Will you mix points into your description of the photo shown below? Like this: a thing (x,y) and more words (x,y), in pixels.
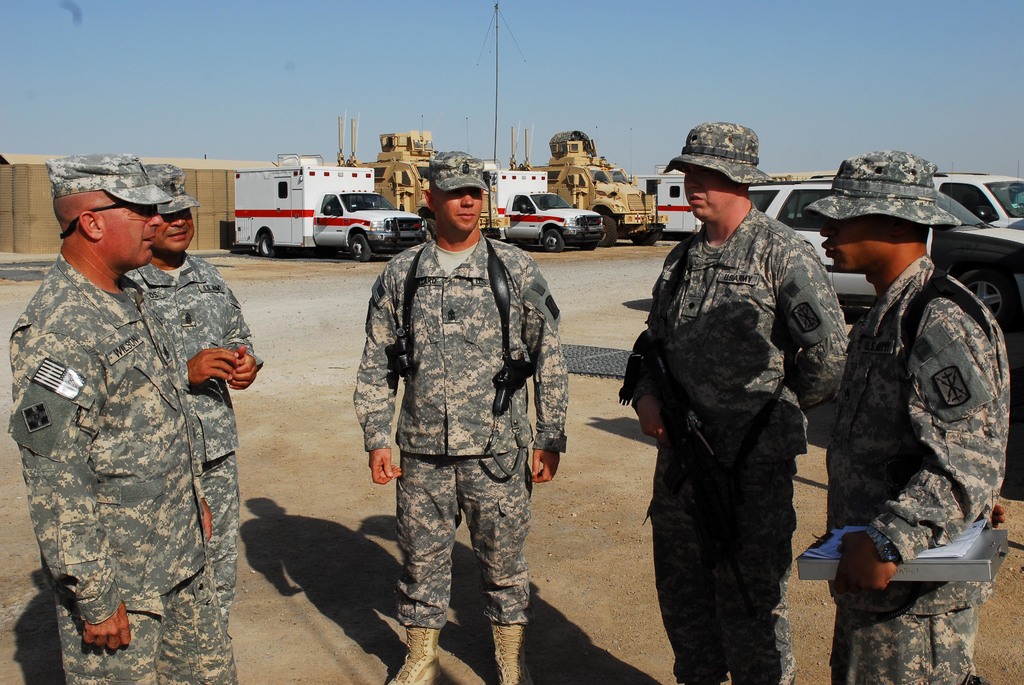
In this picture there are five persons (765,470) who are wearing cap (101,168), goggles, shirt (168,380) and shoes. On the right (907,498) there is a man (920,599) who is holding a box (975,573). In the back (527,232) I can see the cars (804,222), trucks (671,195) and other vehicles (637,197) which are parked in the parking (781,224). In the background (224,198) I can see the brick wall (211,200), poles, shed (239,164), ropes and other objects (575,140). At the top (702,87) I can see the sky (411,34).
